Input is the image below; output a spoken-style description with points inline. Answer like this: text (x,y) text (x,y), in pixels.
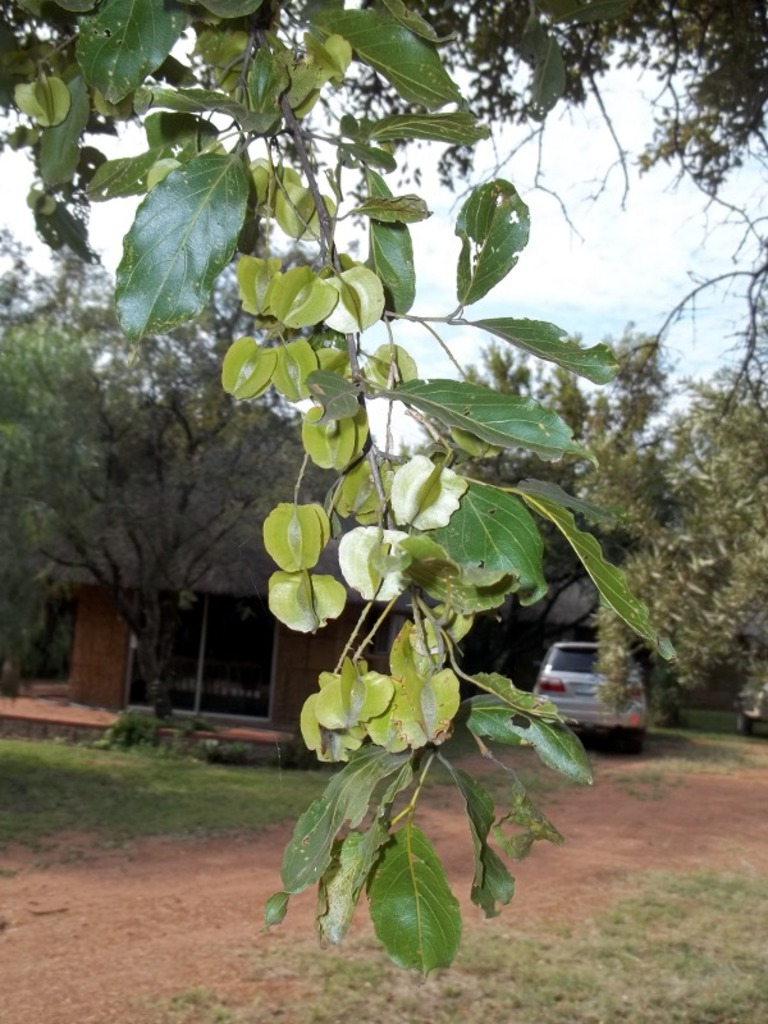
In this image I see number of trees (261,297) and I see the ground (81,788) on which there is grass (285,796) and I see a car (580,722) over here and I see the building (227,599) over here.
